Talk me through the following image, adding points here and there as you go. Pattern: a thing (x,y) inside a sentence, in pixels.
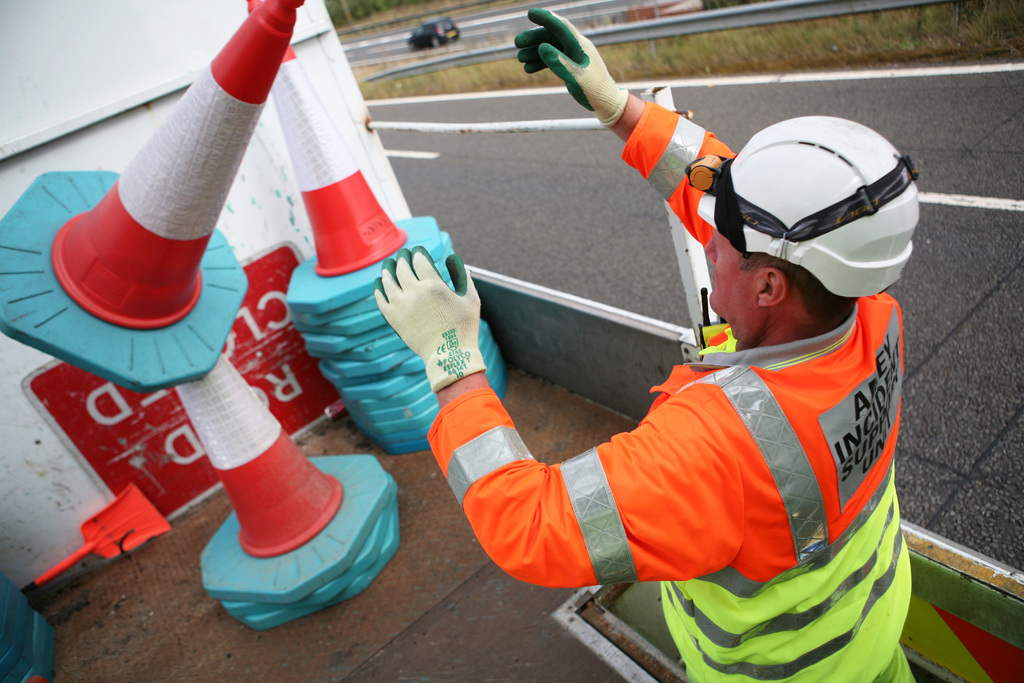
Here we can see a man (792,526) standing and he wore gloves (393,293) to his hands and a helmet (789,255) on his head (789,284) and there are traffic cones (317,319) in a vehicle (167,609). In the background (506,90) there is a vehicle (432,25) on the road (514,100), grass (539,79) and fence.
